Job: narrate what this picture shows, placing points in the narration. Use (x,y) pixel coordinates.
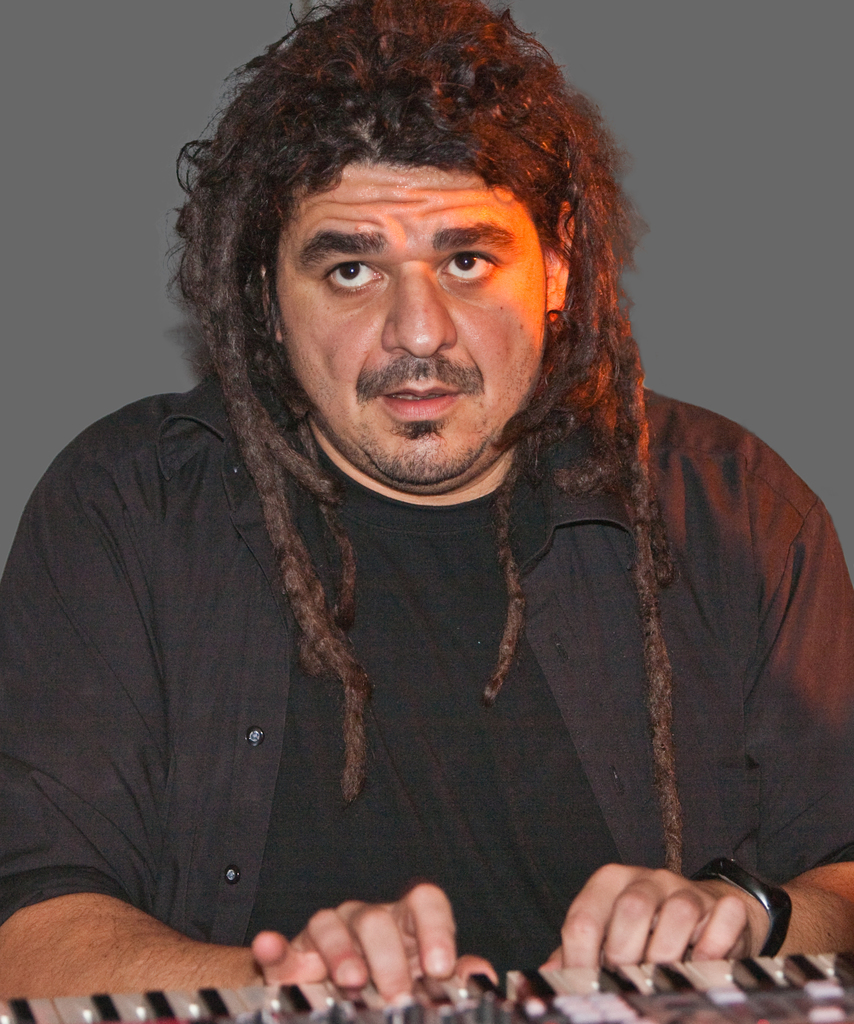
There is one person (344,545) present in the middle of this image (502,428). We can see a piano (294,1013) at the bottom of this image (345,1017) and there is a wall (629,153) in the background (691,224).
